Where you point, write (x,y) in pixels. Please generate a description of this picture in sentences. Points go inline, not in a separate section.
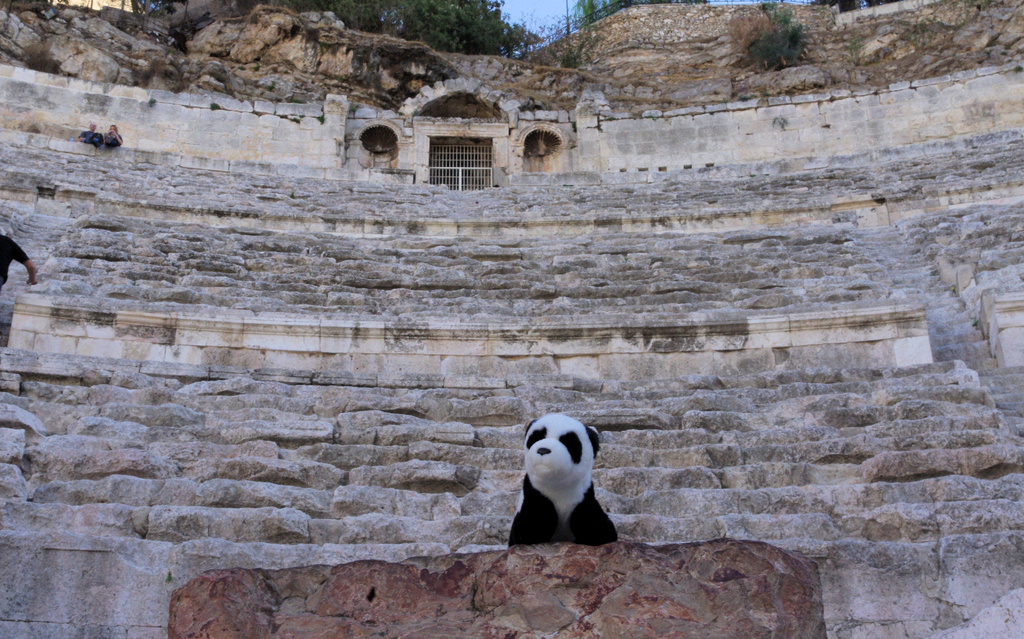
In this picture we can see a panda (538,494) on the rock (520,635). Behind the panda (530,484), there is a wall (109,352) with a gate (457,175). On the left side of the image (17,248), there are three persons (97,137). At the top of the image (449,19), there are trees (495,31) and the sky (546,26).
